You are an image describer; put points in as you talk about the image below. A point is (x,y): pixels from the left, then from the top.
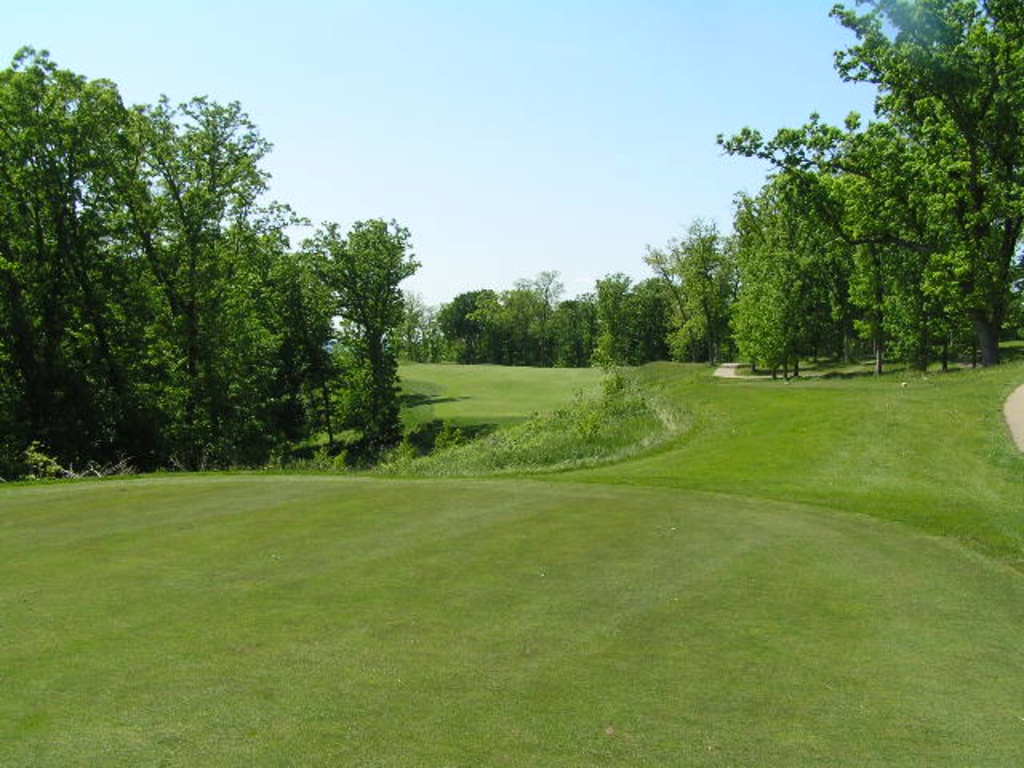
In this picture we can see some grass (463,533) on the ground (506,464). We can see a few plants (455,434) and trees (479,332) in the background (766,277). There is the sky (627,81) on top (295,99).
